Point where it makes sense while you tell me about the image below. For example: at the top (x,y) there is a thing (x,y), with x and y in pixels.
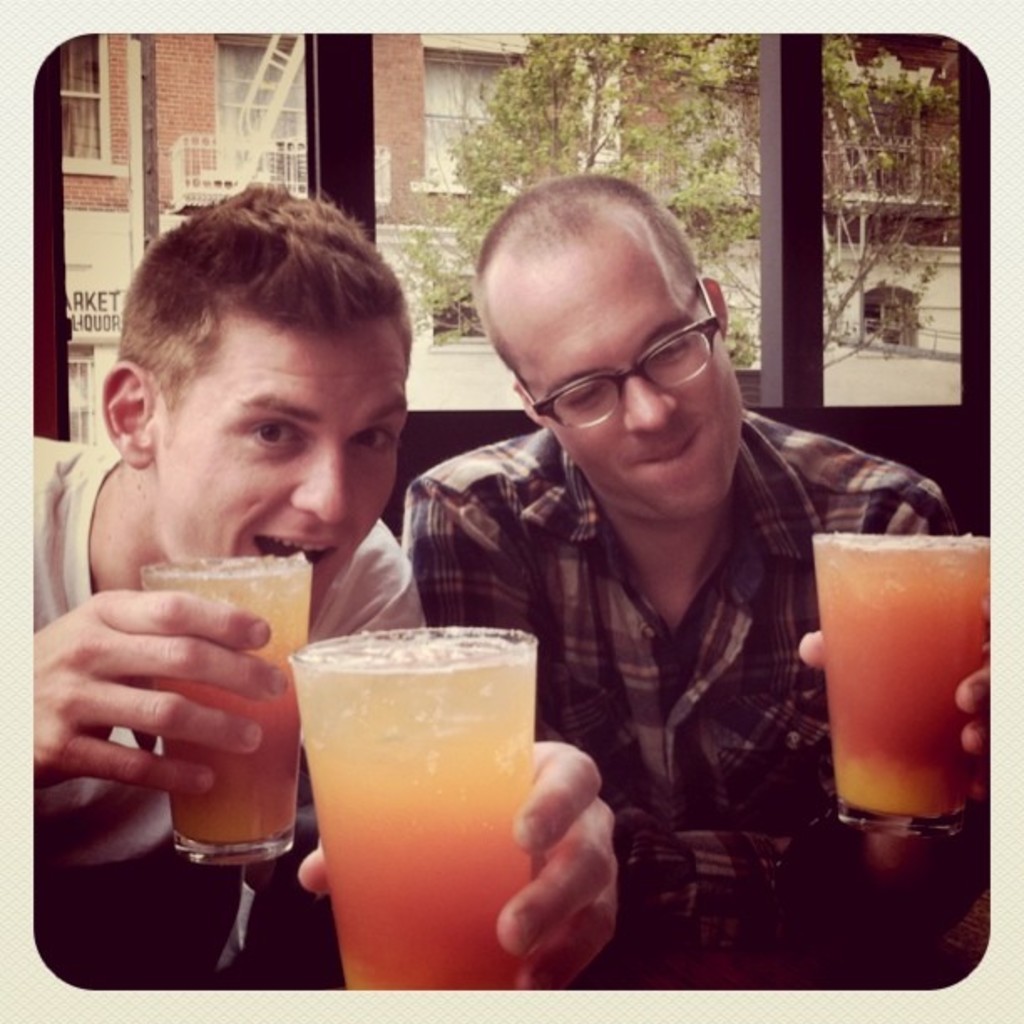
In this picture we can observe two men (392,594). One of them is wearing spectacles (615,390). Both of them are smiling. They are holding three glasses (475,743) in their hands (178,638). We can observe a window (767,177) behind them. In the background (619,129) there are trees (547,116) and a building (277,125).
